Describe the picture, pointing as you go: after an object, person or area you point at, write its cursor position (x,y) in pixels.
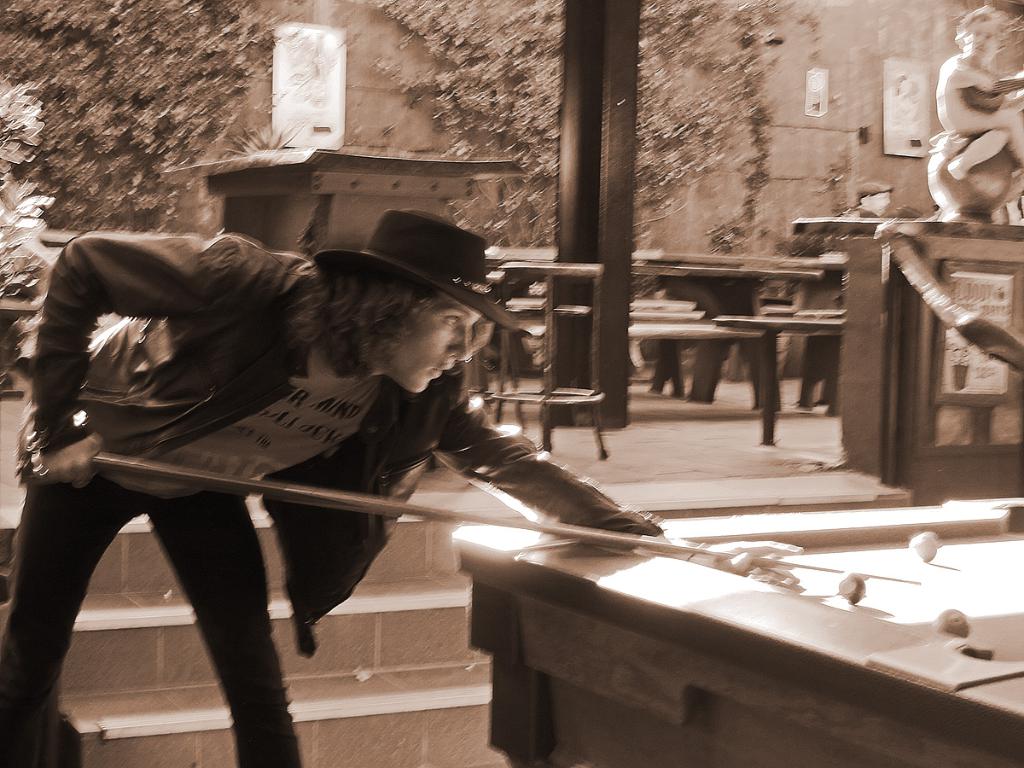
In this picture, I can see a man (273,448) holding a cue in his hand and playing billiards and I can see few cue balls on the board (1000,637) and few plants (722,49) and a statue (960,161) and few chairs (595,300) and tables (691,269) and couple of photo frames (916,77) on the wall (893,166) and a human (869,187) on the right side (898,211).
